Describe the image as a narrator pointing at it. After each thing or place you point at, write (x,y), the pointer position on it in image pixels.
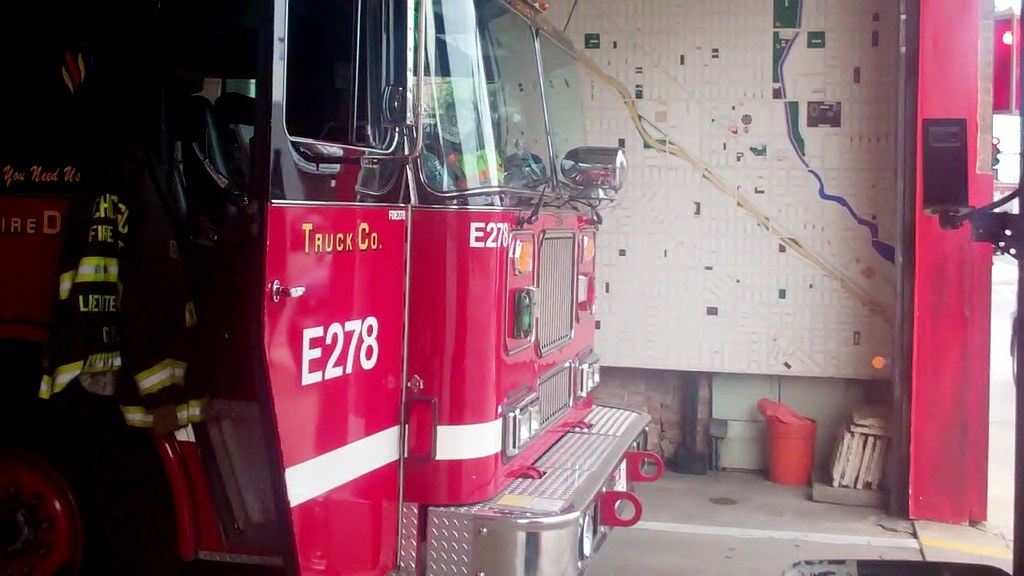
In this image I can see a red color vehicle (312,281). Here I can see a wall (756,353) and some objects (845,454) on the floor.
